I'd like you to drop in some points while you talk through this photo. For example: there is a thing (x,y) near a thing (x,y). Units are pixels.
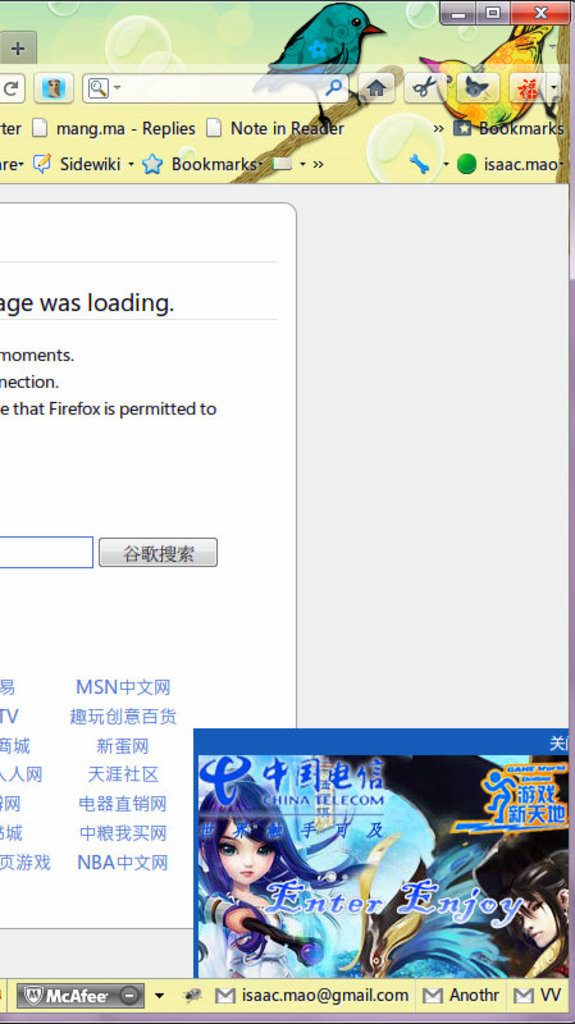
In this picture, we can see web page (186,586) with some text (323,782) and some animated images (364,805).
